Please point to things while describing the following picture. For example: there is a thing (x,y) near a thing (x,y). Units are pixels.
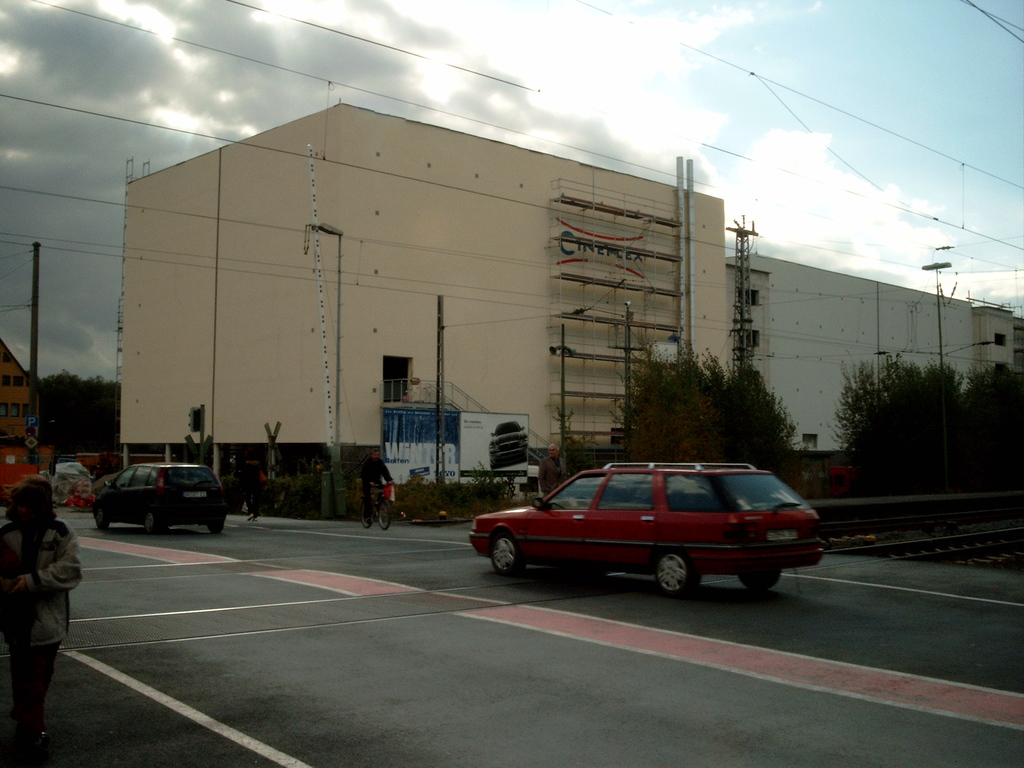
In this image, I can see the buildings (293,324), trees (672,432), poles (341,323), a board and a street light (339,274). I can see a person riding bicycle (385,500) and there are vehicles (177,502) on the road (370,636). I can see three persons (255,493) standing. On the right side of the image (918,548), those are looking like the railway tracks (964,546). At the top of the image (771,90), I can see the wires (783,104). In the background (58,281), there is the sky (728,25).
